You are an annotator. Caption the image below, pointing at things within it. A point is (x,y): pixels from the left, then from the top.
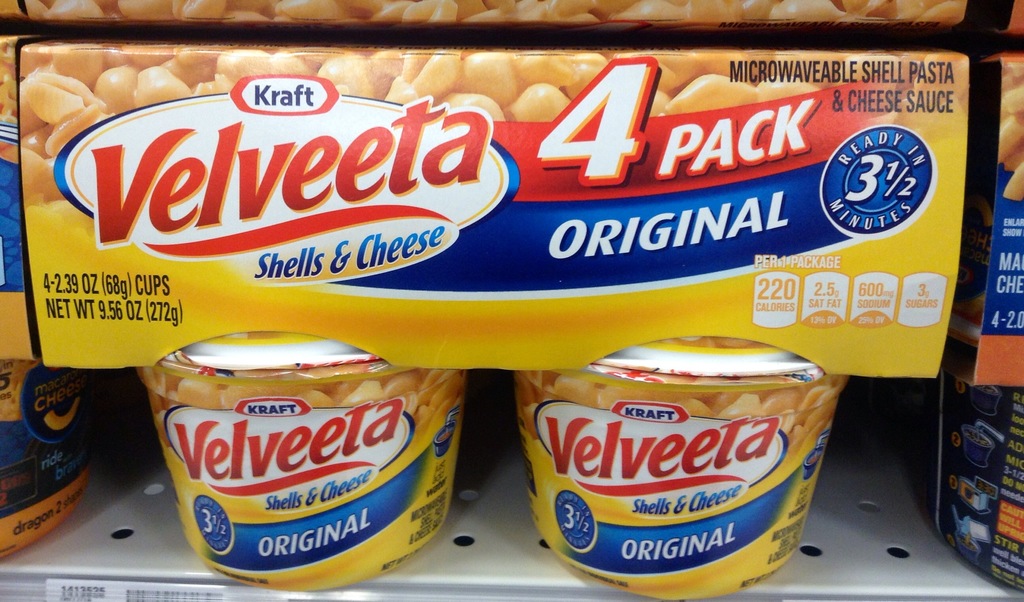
In this picture we can see few cups (449,457) and boxes (569,236) and we can find some text (298,202).
